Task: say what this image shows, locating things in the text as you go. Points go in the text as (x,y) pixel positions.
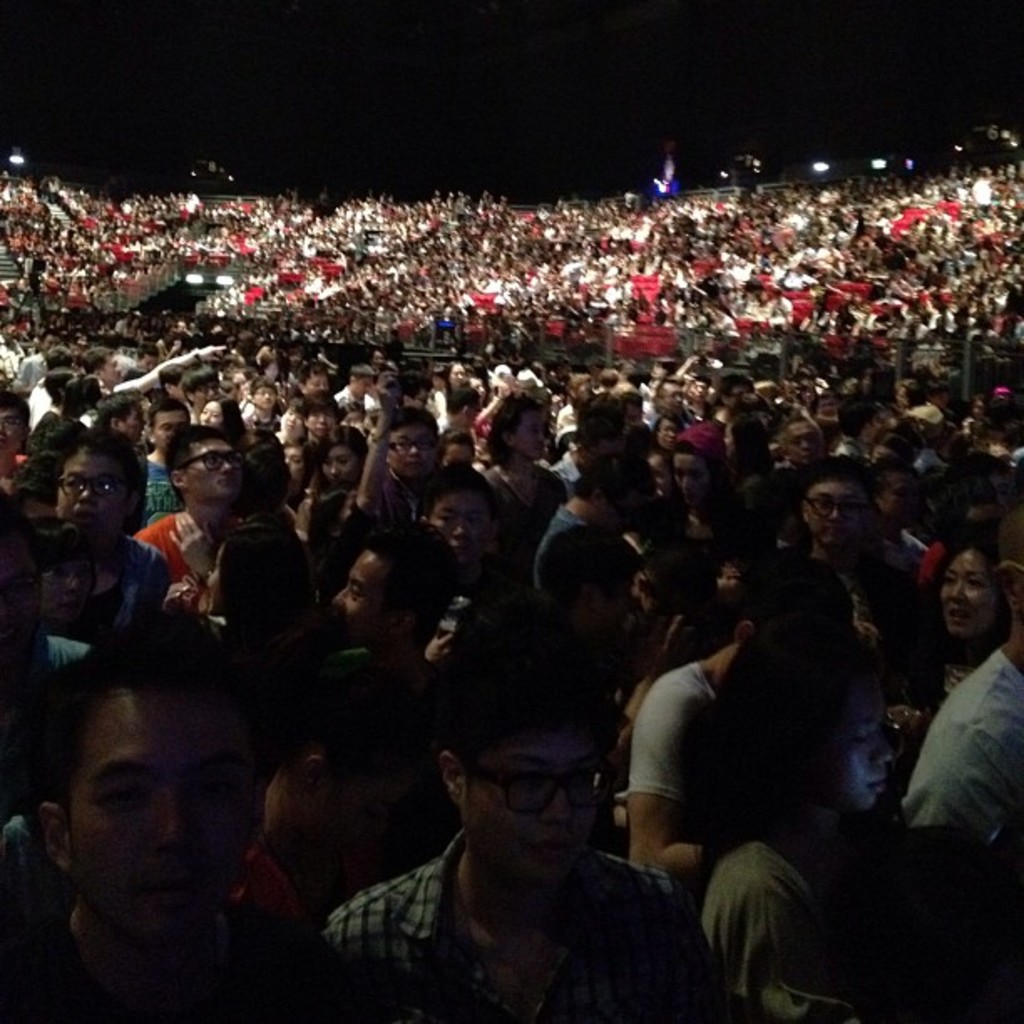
In the image in the center (468,493), we can see a group of people (625,400) are standing. In the background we can see the lights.
